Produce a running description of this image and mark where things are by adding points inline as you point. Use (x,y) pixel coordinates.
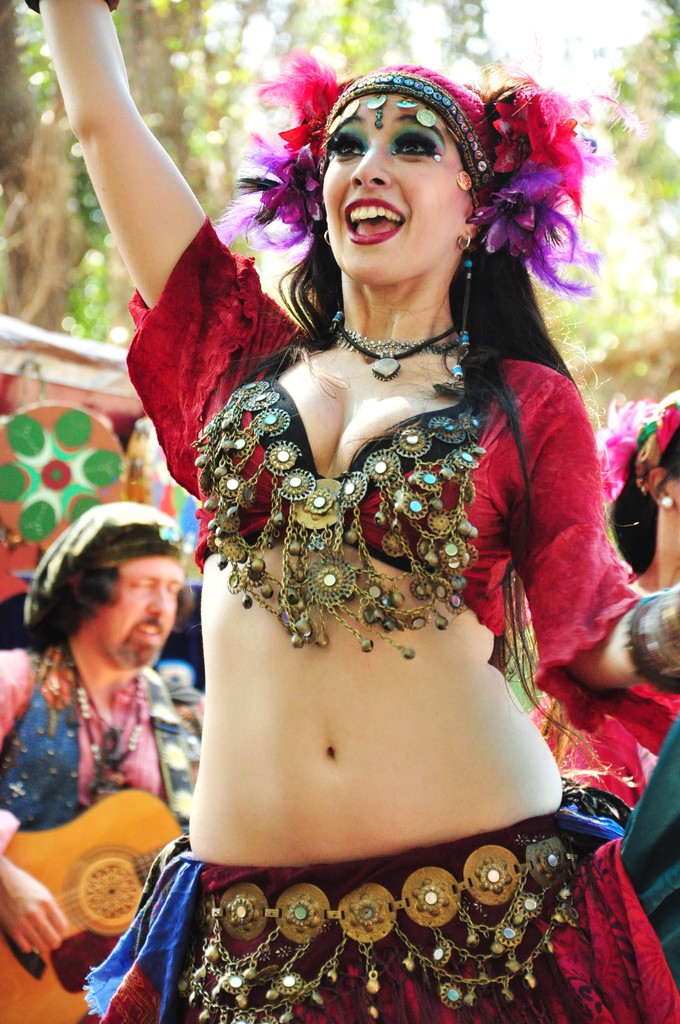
This woman (255,467) wore red dress (247,477) and smiling. Far there trees (272,2). Backside of this woman (256,787) this person (143,779) is playing a guitar (53,861). Beside this woman (566,836) the other woman (659,408) is standing. Far there is a drum (66,524) with design (56,480).
